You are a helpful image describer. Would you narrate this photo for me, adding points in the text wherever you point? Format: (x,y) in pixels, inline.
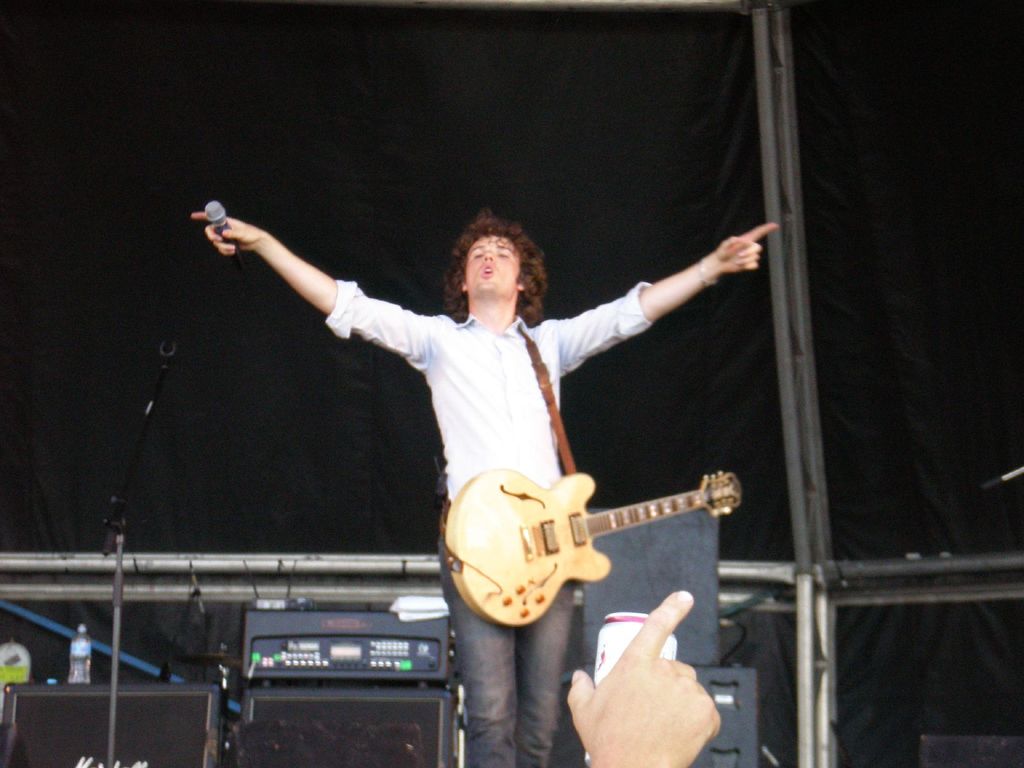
In this image i can see a person (405,355) wearing a guitar (548,529) and holding a mike (225,231) and his mouth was open and a person hand (621,681) pointing to some object (703,584) is visible and left side (103,690) there is a mike stand (117,638) and there is a speaker (76,685) on the speaker (61,683) there is a bottle (74,643) and there is a musical instrument (347,677).
